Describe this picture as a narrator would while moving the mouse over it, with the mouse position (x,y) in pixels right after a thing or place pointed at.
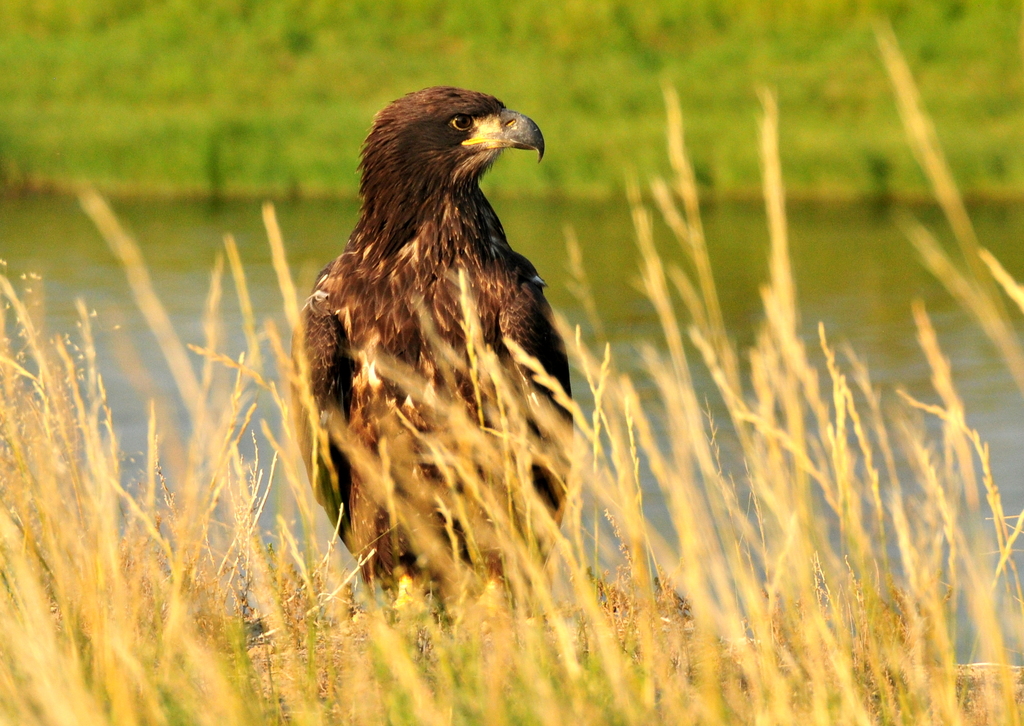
In this picture, there is an eagle (409,357) facing towards the right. At the bottom (415,609), there are dried plants (574,610). In the background (641,295), there is river (862,229) and grass (303,88).
